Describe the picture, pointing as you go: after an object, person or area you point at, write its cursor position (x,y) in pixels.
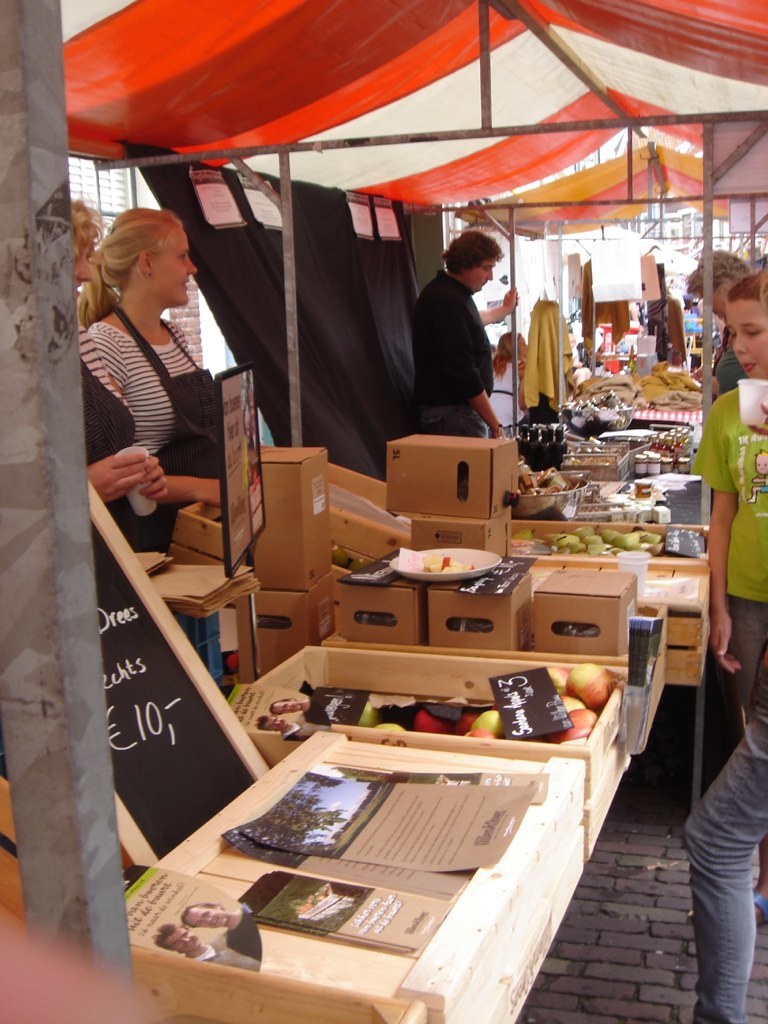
In this image we can see a few stalls (411,750) with posters (356,830), food items (599,553) and few objects (616,465) and people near the stalls (430,205) and there is a black color curtain (326,361) with posters (388,229).
